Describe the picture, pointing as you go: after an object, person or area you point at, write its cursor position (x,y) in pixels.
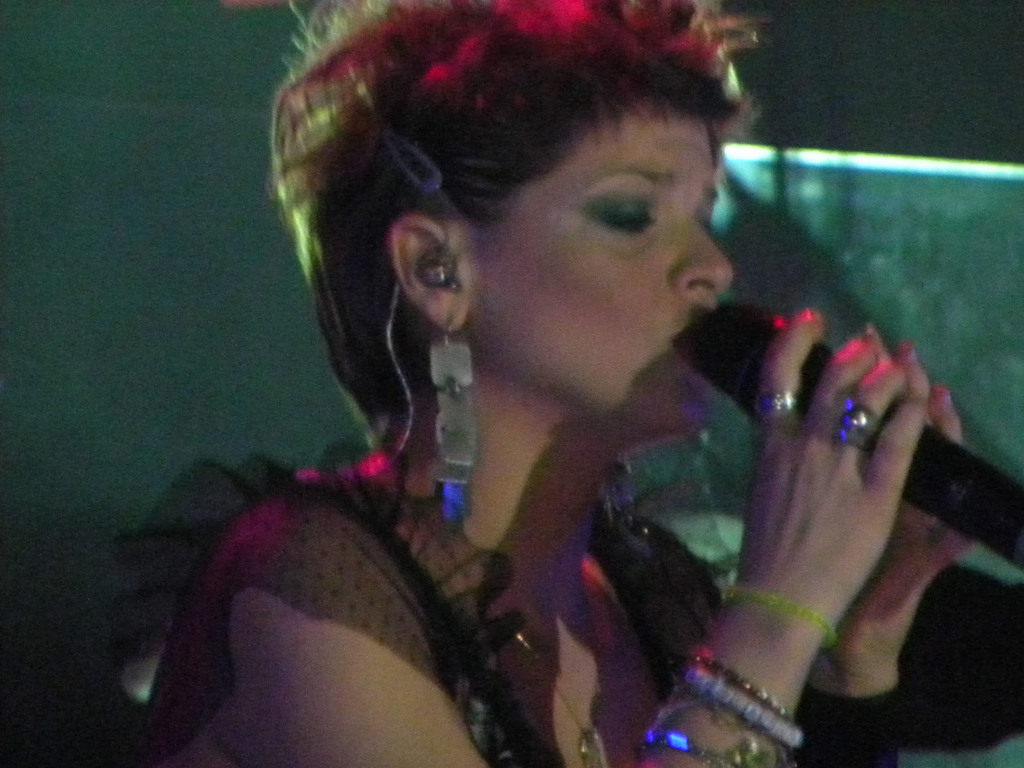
In this image there is a lady (660,556) holding a mike (733,324) in her hand (857,484), in the background (945,123) there is a wall (125,250).
